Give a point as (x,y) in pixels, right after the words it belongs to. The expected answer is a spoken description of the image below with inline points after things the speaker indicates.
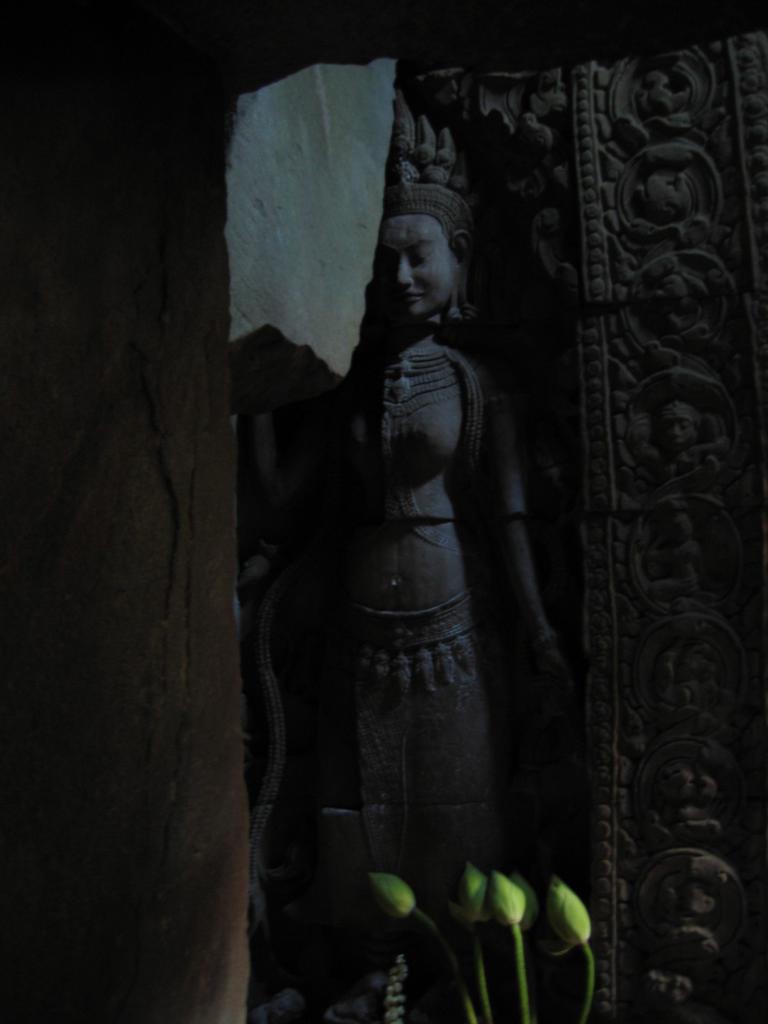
In this picture we can see a sculpture (456,760) and lotus buds (512,889).
